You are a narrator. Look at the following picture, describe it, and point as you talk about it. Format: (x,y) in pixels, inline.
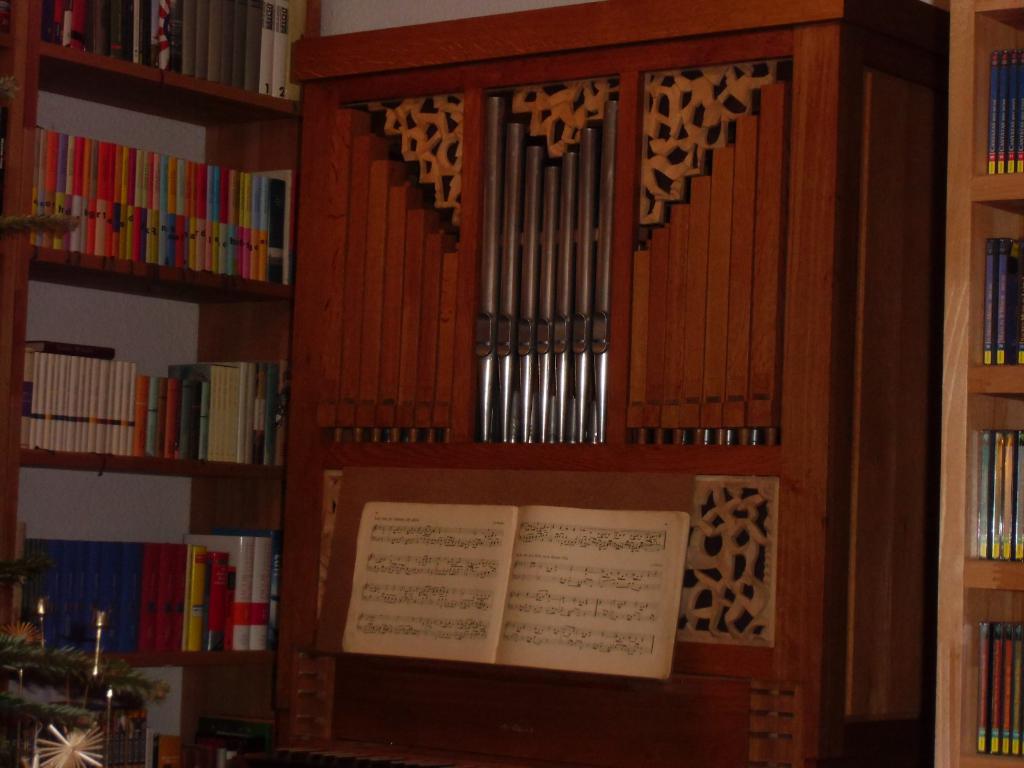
In this image, we can see some shelves (269,681) with objects (70,620). We can also see a wooden object (717,538) and a book (553,573) with some text (553,573). We can see the wall (176,710). We can also see some objects (138,751) on the bottom left corner (32,645).
